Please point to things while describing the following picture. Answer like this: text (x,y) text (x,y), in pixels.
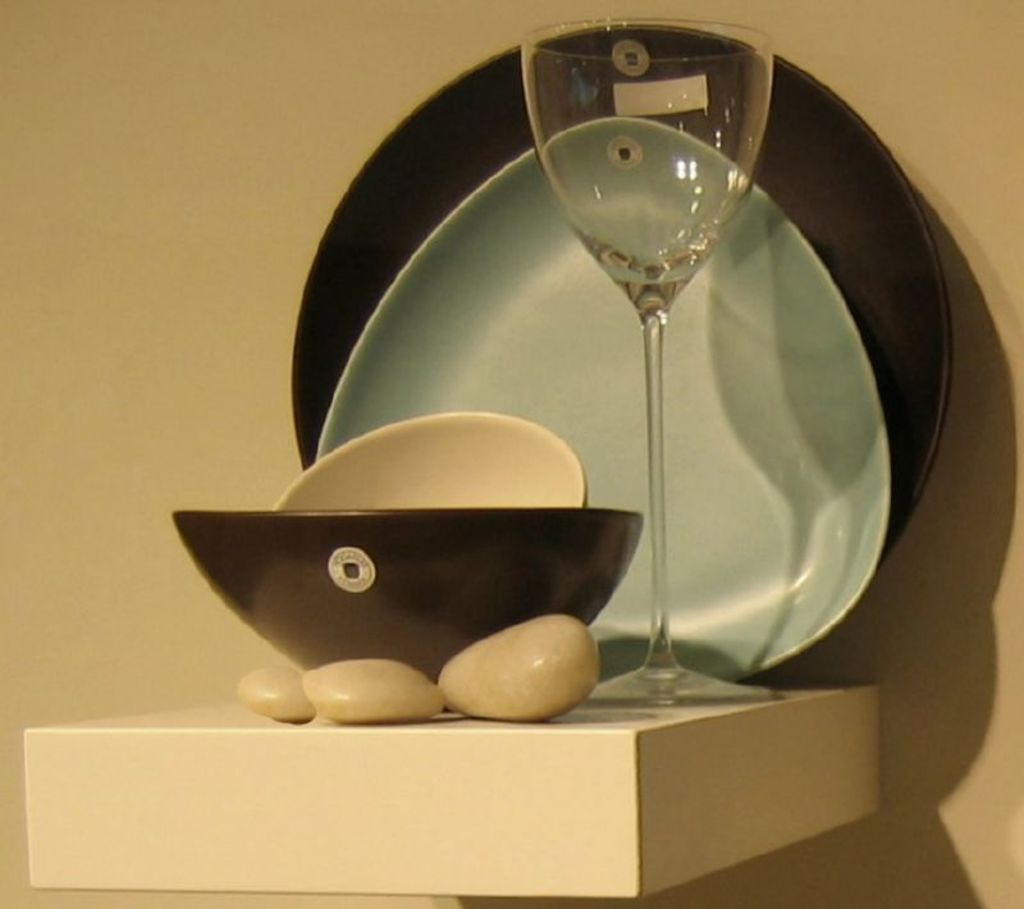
In this image we can see bowl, stones (506,654), plates (684,303) and glass (686,692) on table (41,789). In the background of the image (237,154) there is wall (262,120).
